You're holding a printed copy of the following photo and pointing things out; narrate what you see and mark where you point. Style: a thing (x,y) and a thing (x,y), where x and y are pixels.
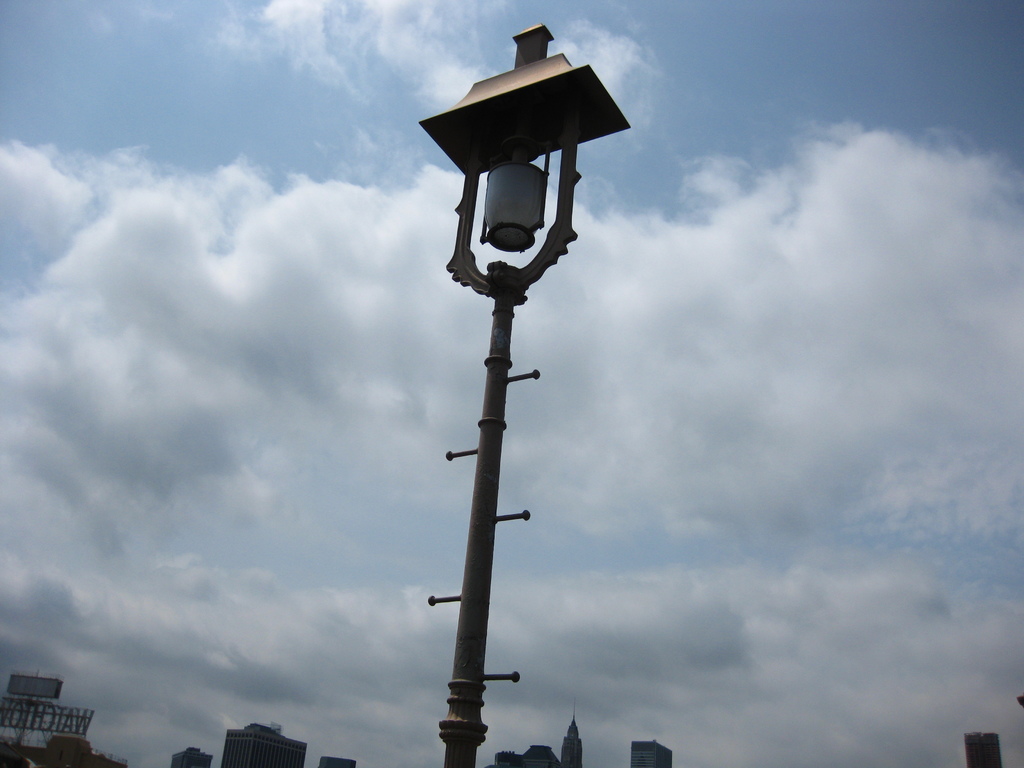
In this image there is a pole (509,285), in the background (437,724) there are buildings (262,736) and a cloudy sky (360,464).
